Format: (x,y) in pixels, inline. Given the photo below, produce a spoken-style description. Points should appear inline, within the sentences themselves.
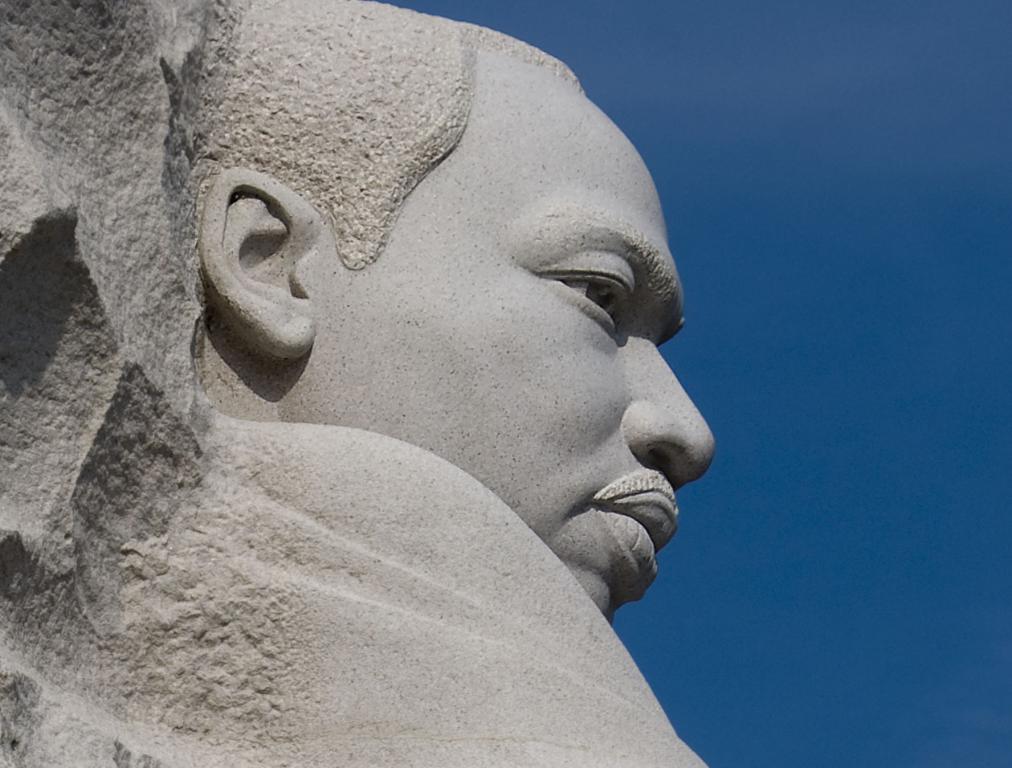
In the picture there is a sculpture (414,393) of the man (401,458), it is made up of cement (340,645).
